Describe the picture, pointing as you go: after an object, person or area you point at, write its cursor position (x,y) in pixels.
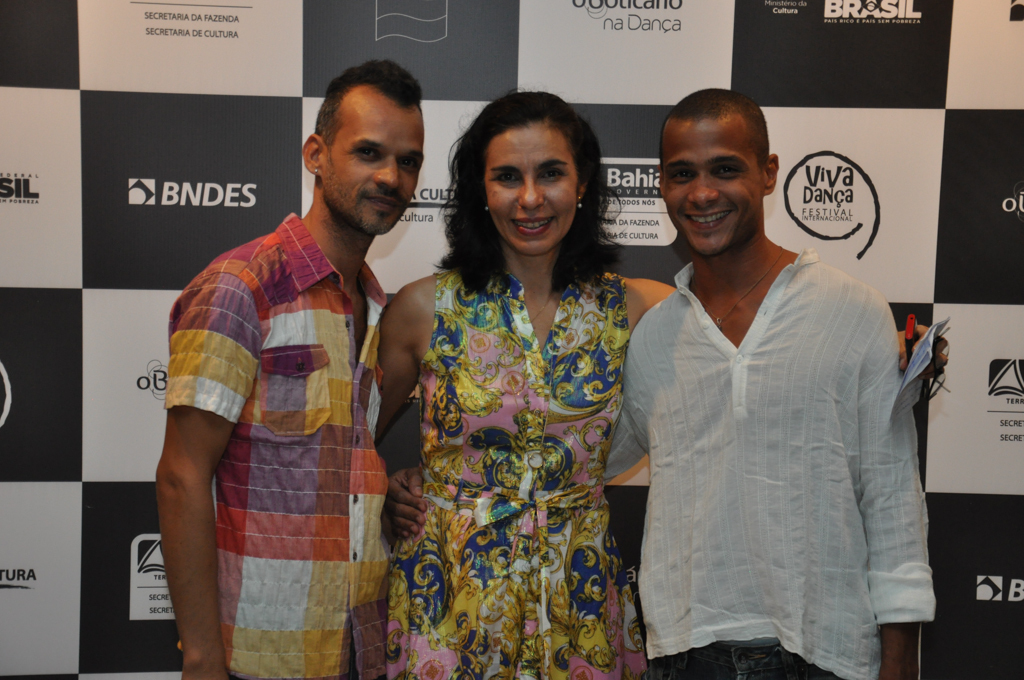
In the center of the image (638,388) we can see person (656,411) standing on the floor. In the background (929,165) we can see advertisement (75,156).
